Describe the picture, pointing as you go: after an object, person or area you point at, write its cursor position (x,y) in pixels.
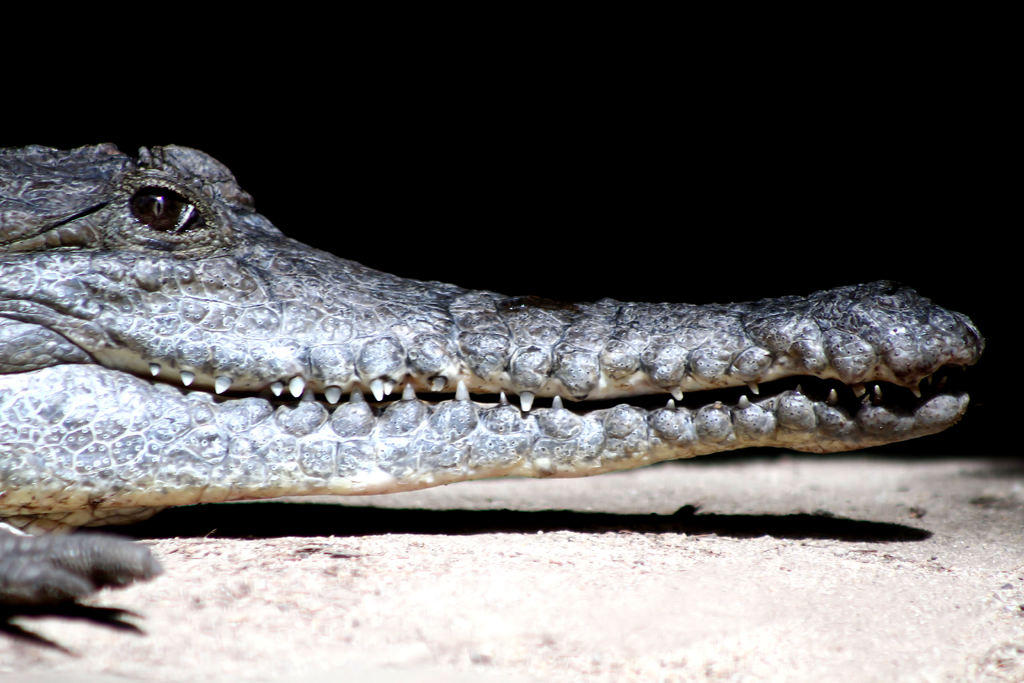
In this picture, we see the eye (175,192) and the mouth (237,379) of the crocodile (408,449). We even see the teeth (154,370) of the crocodile (521,370). In the background (526,199), it is black in color. This picture might be clicked in a zoo.
